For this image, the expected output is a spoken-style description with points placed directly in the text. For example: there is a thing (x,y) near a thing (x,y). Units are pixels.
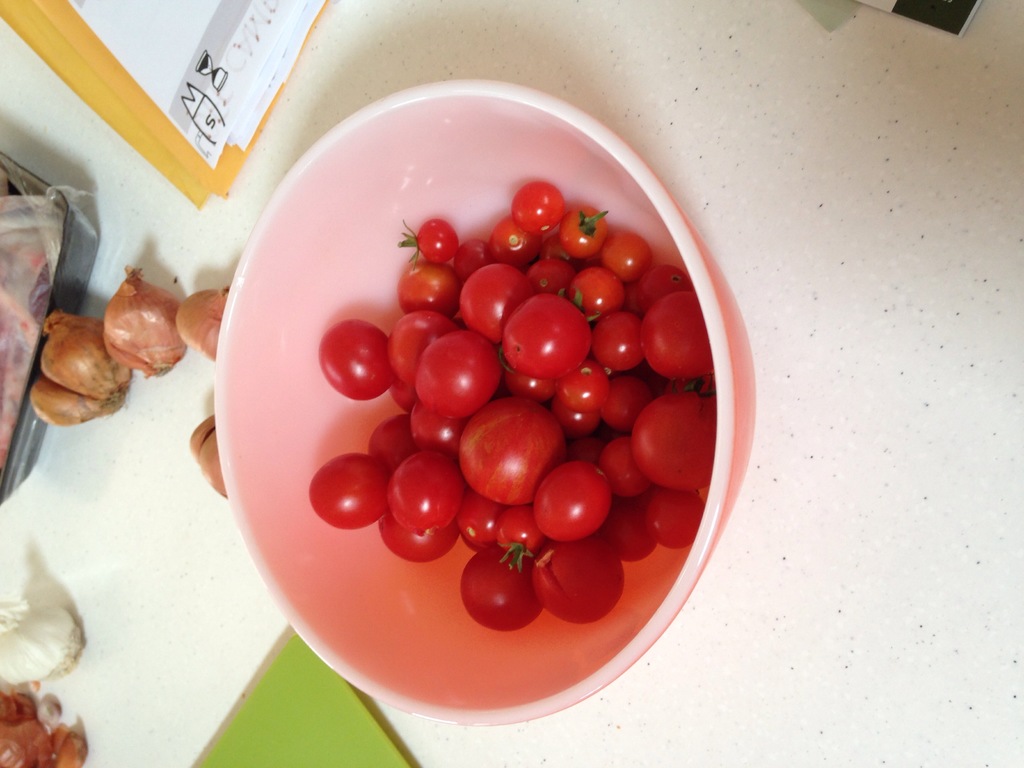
In this picture we can see a bowl (711,533) with tomatoes (433,392) on an object (835,525) and on the object (848,477) there are onions (72,352) and other things (45,283).
